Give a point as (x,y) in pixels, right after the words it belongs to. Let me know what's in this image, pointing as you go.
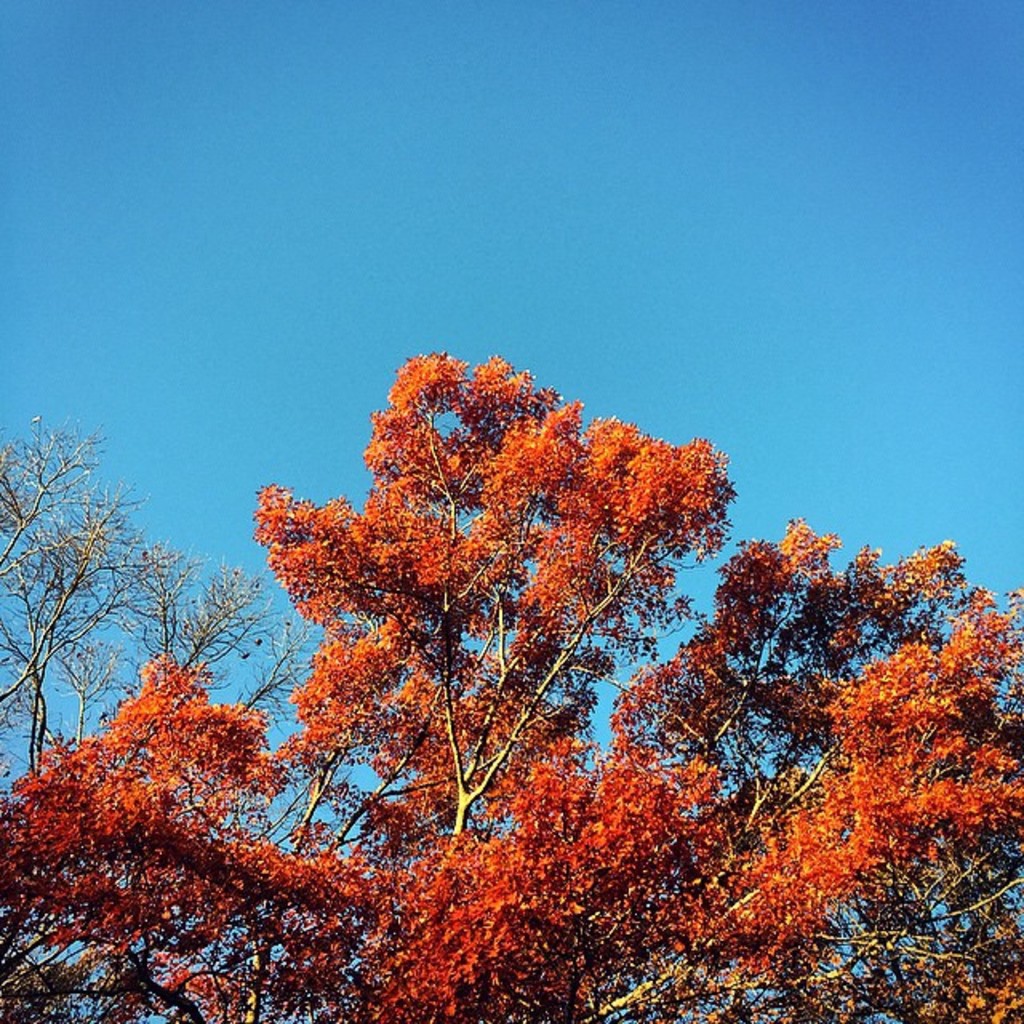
In this image, I can see the trees (536,813) with branches (452,743) and leaves (443,469). These leaves (442,577) are light reddish in color.
